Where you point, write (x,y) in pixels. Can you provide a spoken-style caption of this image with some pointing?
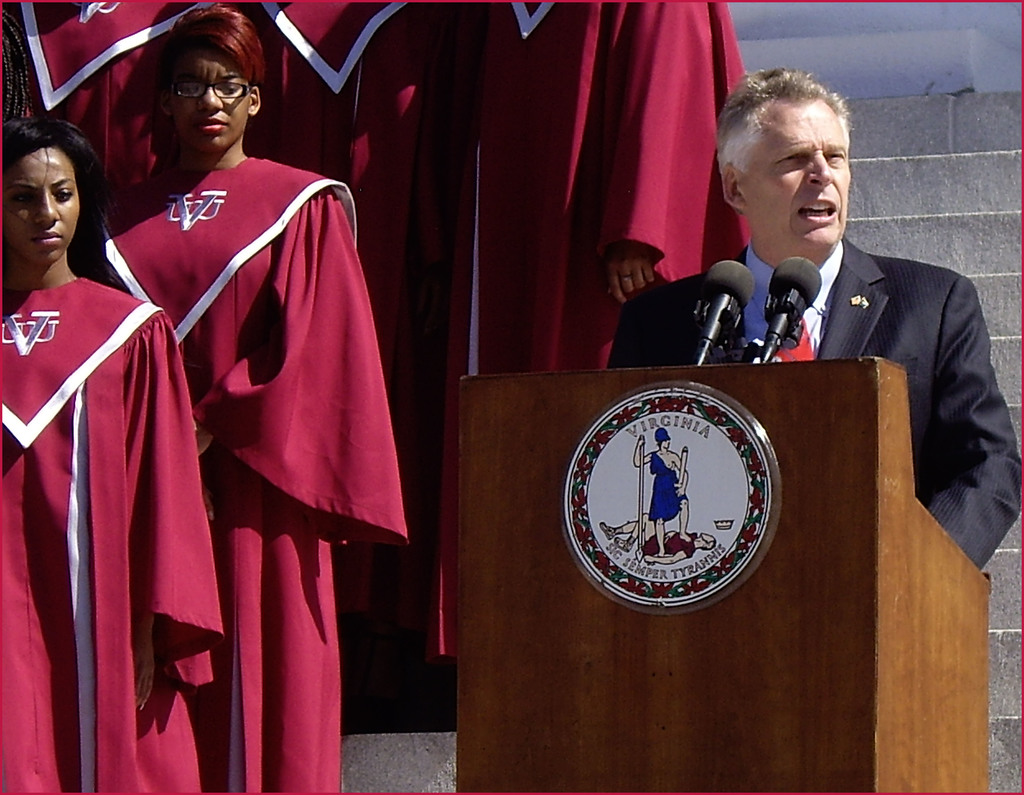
There is a person (773,210) giving speech by standing in front of the table (759,619), there are two mics (716,334) in front of the person (676,322). To his left there are group of people (420,264) standing by wearing their uniform (373,114), it is of maroon color, the climate is sunny.
